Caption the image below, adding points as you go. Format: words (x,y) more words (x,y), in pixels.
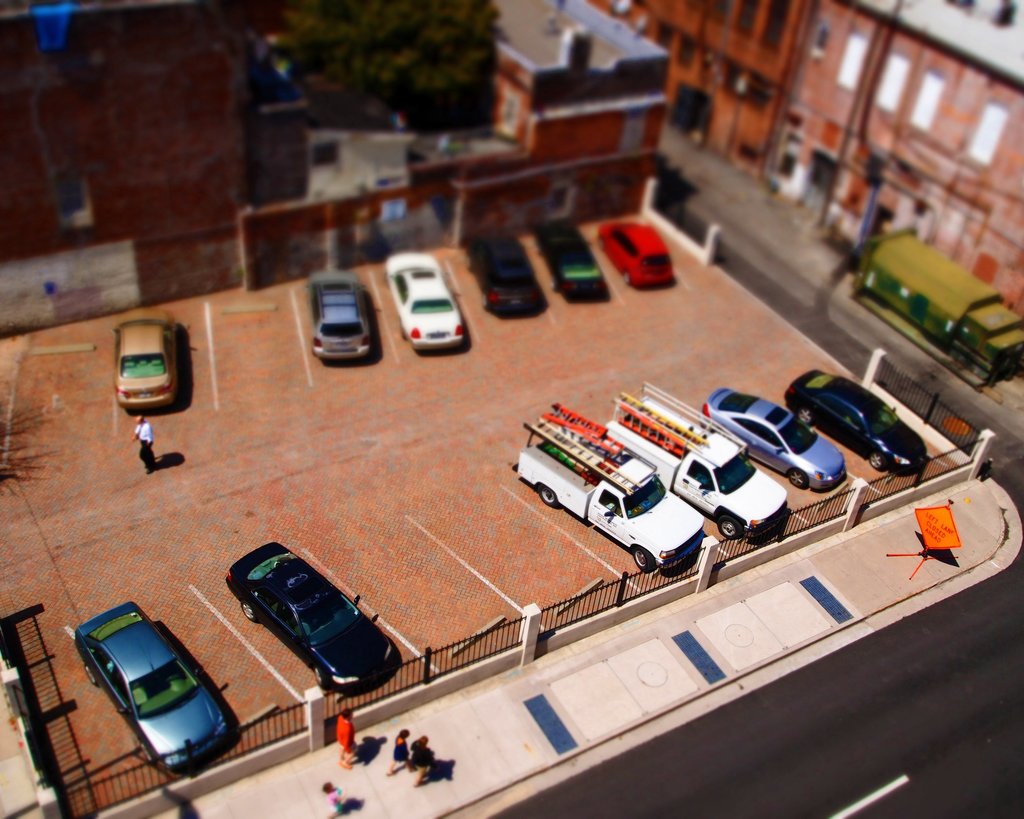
In this picture we can see trucks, cars (807,406) and other objects (236,309) in the parking (545,376). On the bottom (422,744) we can see a group of persons (421,757) walking near to the fencing (538,640). Here we can see orange color board (950,524). On the right (975,283) there is a dumpster (952,289) near to the building (956,102). On the top (473,18) we can see tree (473,39).
